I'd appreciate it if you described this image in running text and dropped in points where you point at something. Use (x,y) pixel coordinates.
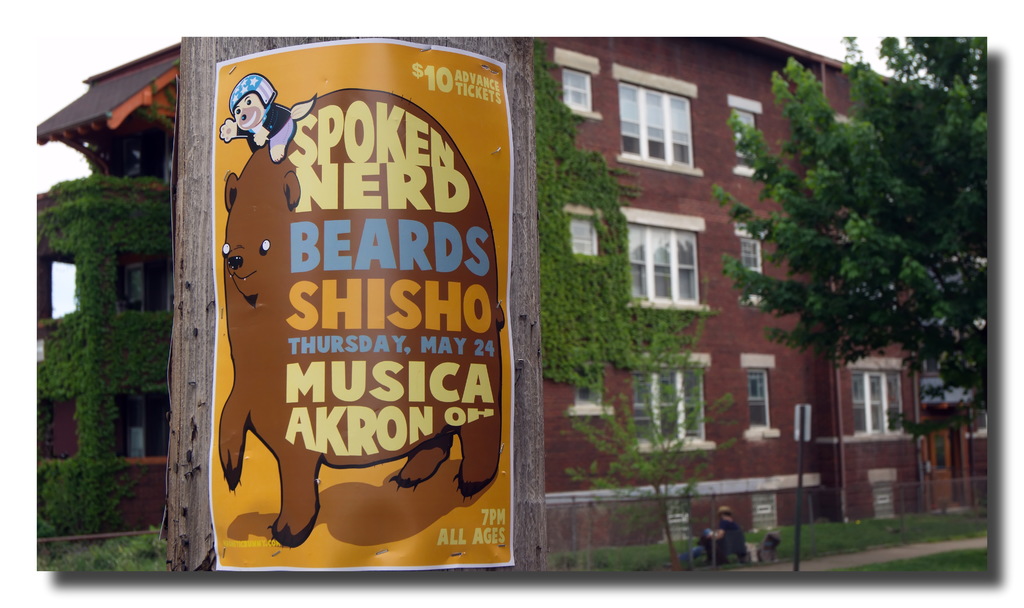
In this picture I can see there is a poster (490,215) pasted here and in the backdrop (569,411) there is a bench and there is a woman (726,541) sitting, there is grass (834,528), poles (799,537), trees (710,398), building (649,197) and the sky (82,65) is clear.
